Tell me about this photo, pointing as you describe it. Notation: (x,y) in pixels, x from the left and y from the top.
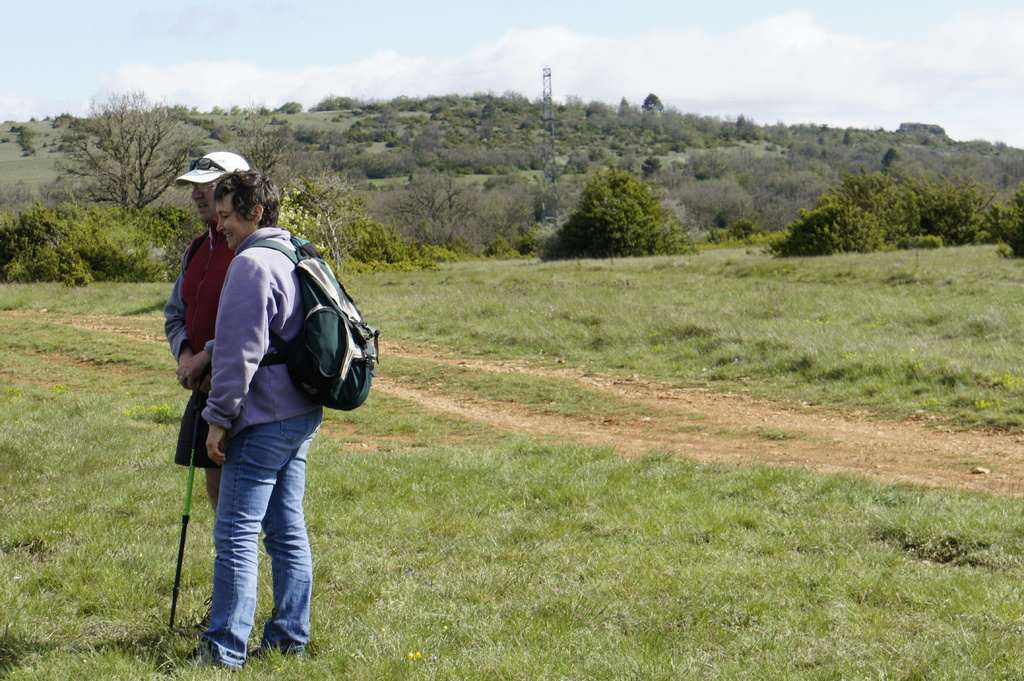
In this image I can see a man (209,323) and a woman (246,305) are standing. The man (197,286) is wearing a cap (210,174) and the woman (260,201) is carrying a bag (298,335). In the background (428,190) I can see trees (420,246), the grass (444,287), a tower (551,128) and the sky (442,38).
